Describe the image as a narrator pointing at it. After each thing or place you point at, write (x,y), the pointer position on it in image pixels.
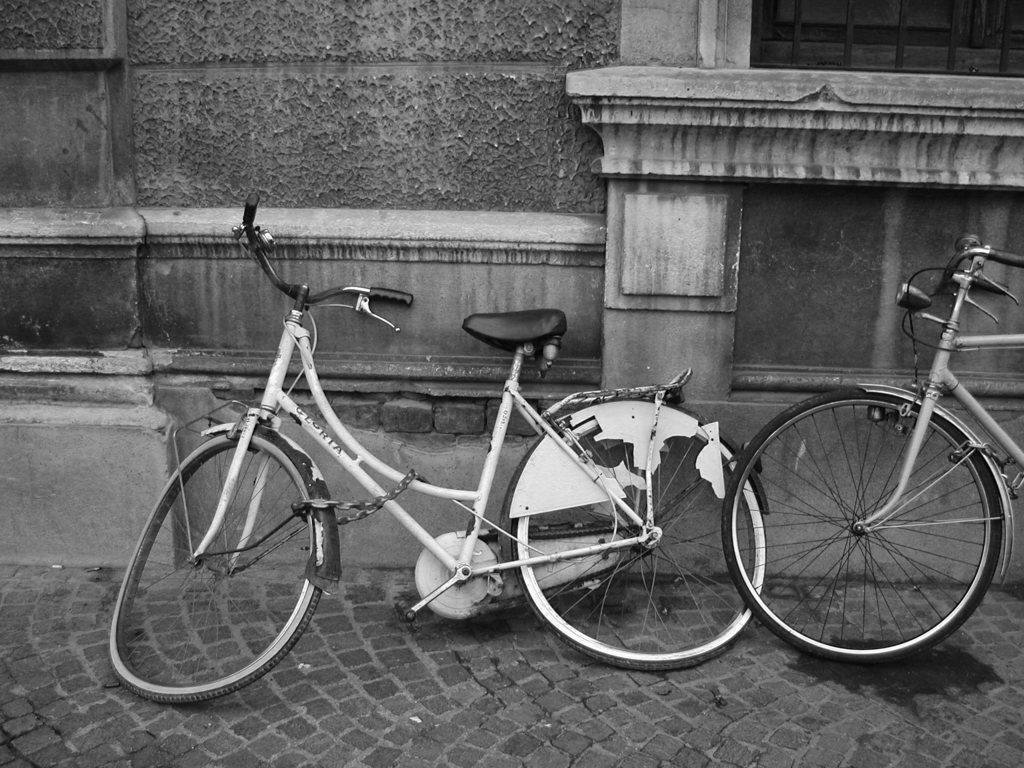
In this image, we can see bicycles (668,425) on the road (438,650) and in the background (300,122), there is wall (417,90).
